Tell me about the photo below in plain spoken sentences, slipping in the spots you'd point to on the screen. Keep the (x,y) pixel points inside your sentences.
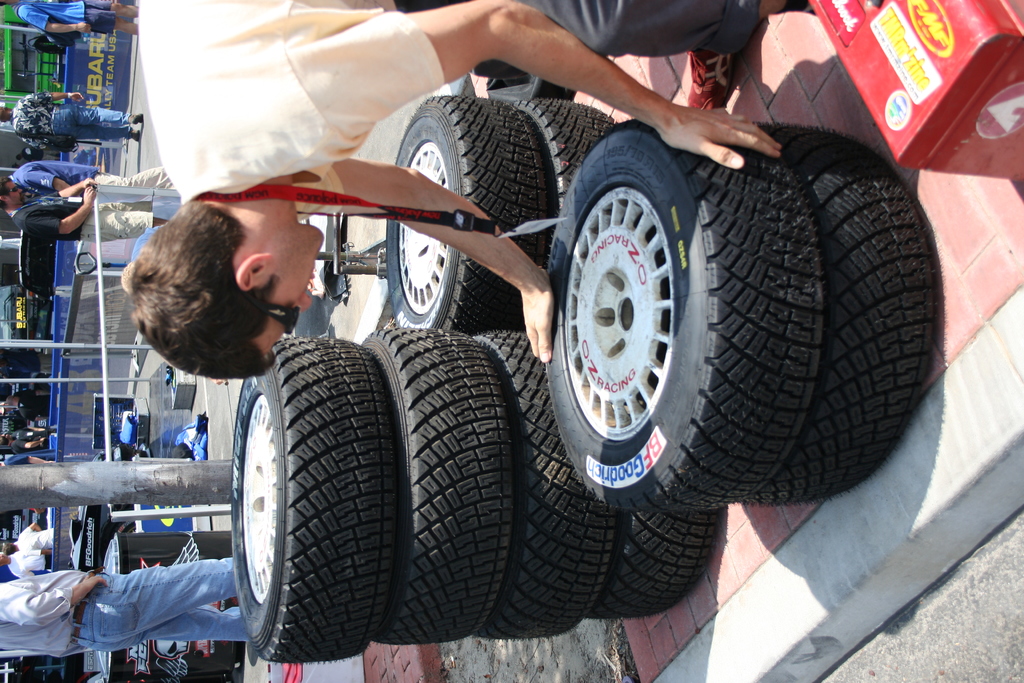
In the given image i can see a wheels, people (496,43), fence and some other objects (128,495).
